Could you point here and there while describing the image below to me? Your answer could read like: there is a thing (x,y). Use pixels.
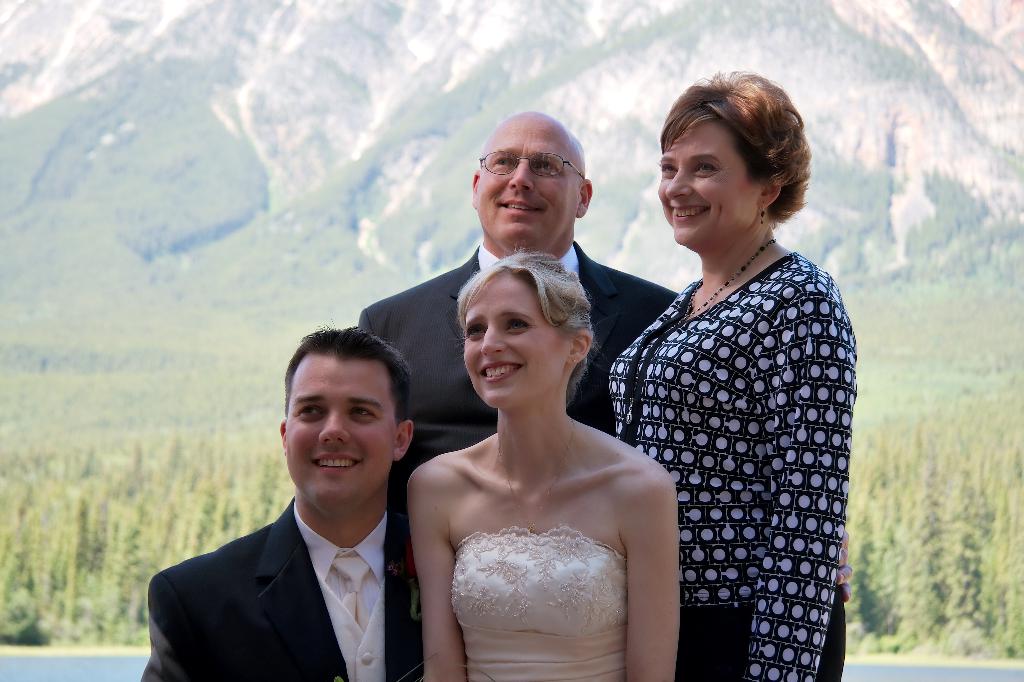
This image is taken outdoors. In the background (259,253) there are a few hills (895,301). There are many trees (185,424) and plants (59,590). In the middle of the image (350,395) there are two men (373,353) and two women (574,501) with smiling faces (669,183).
